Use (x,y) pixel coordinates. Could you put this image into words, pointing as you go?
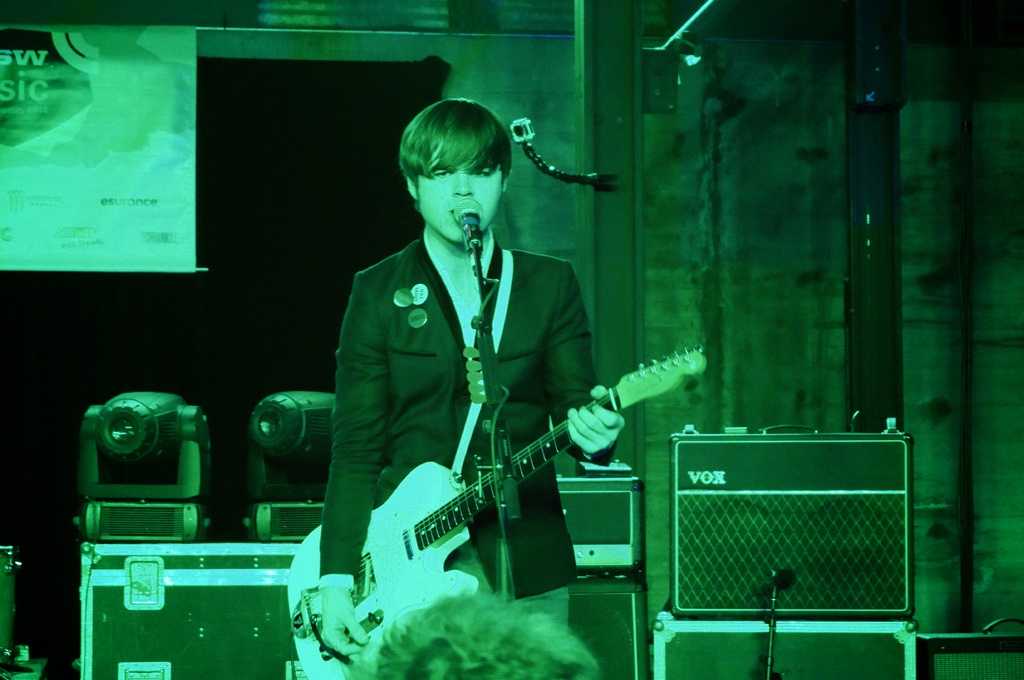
In the image we can see man (474,296) holding guitar (492,482) playing it and singing in front of a microphone (473,221). On right side (786,493) we can see a camera (561,174), pillars (617,278), speaker (794,509) on left side (150,128) we can see hoarding (138,204) in which it is written something.
